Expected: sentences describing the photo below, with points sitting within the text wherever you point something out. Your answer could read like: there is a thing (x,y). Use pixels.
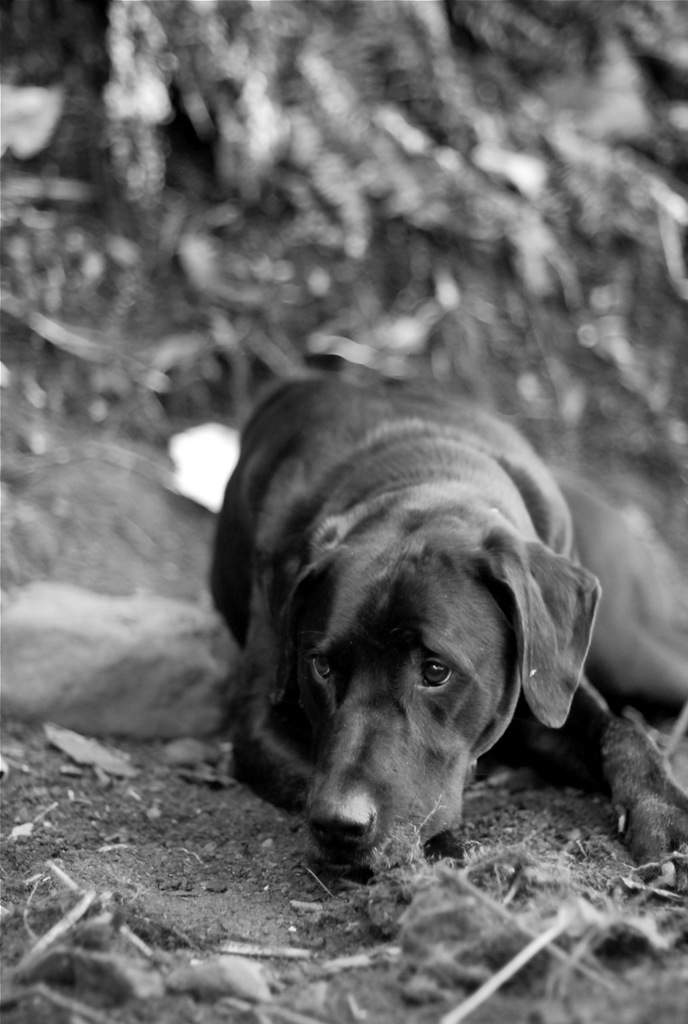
In this picture we can see a dog (347,789) laying on the land (347,969).
